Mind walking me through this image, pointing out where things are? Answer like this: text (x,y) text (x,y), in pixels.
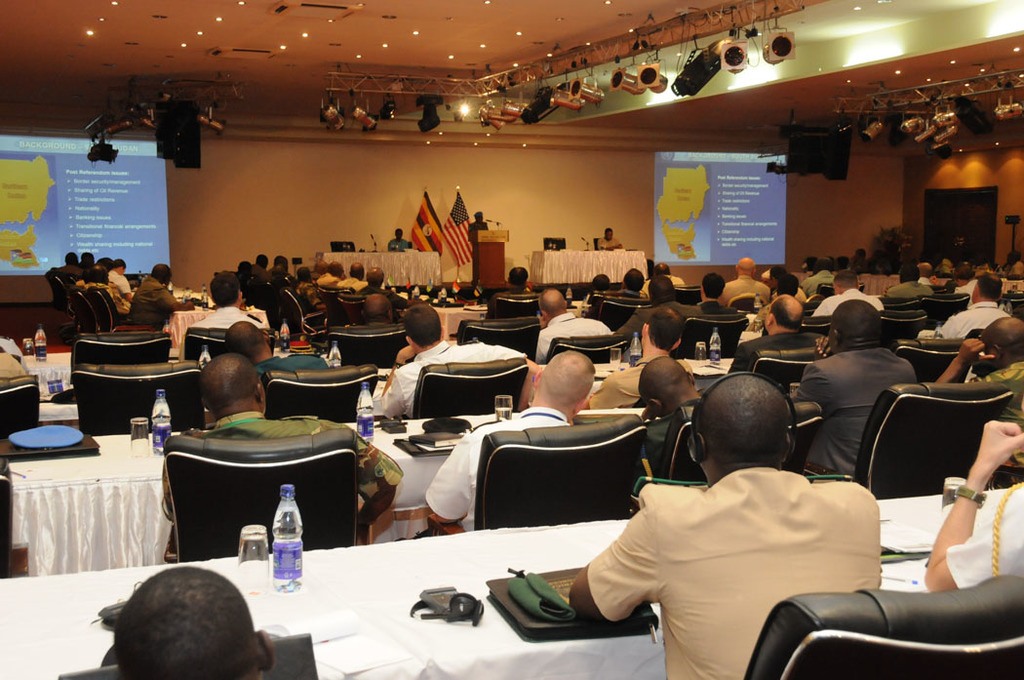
In this image, there are group of people (227,297) sitting on the chair (552,477) in front of the table (120,484) on which bottle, laptop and glass (248,560) is kept. In the middle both side screen (11,171) is there. A roof top (444,18) is light brown in color on which focus lights (684,84) are mounted. In the middle (606,242), two person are sitting on the chair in front of the table (542,273). Behind that two flags (462,236) are there. This image is taken in a conference hall (448,244).
